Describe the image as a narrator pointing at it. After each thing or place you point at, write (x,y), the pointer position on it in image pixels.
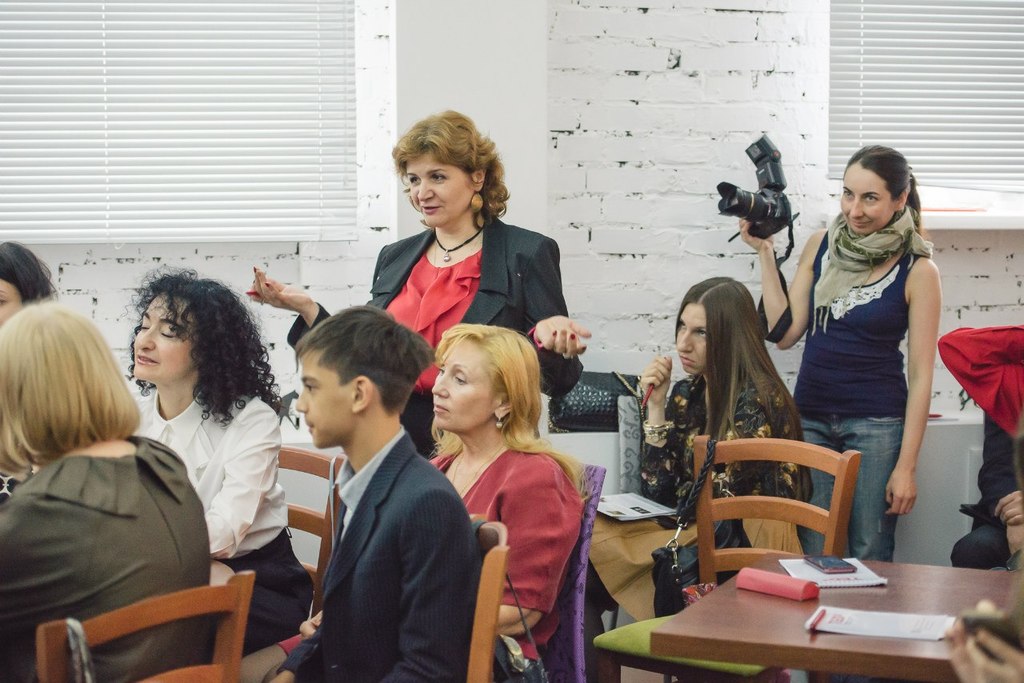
In this image I can see people (369,387) where few are standing and rest all are sitting on chairs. I can see one of them is holding a camera (753,160). I can also see a table (859,592) and on it I can see few papers (795,565) and few other stuffs (749,582). In background (377,62) I can see white colour wall (509,137) and window blinds (895,51).
